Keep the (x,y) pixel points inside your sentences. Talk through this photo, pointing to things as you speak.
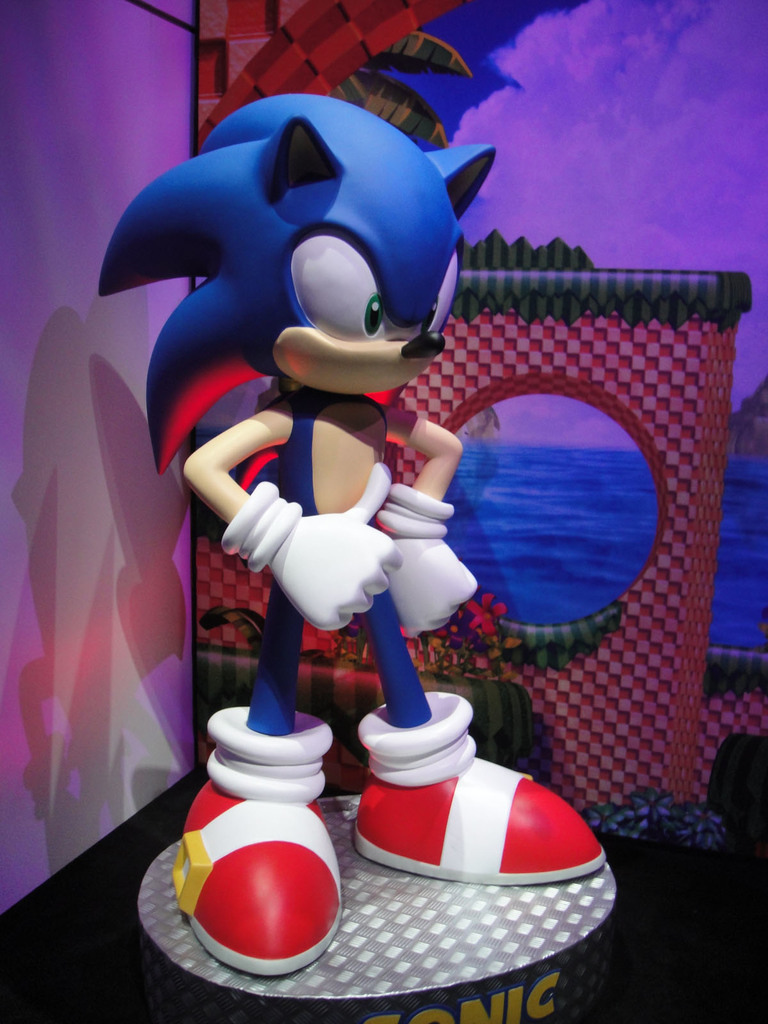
In this picture we can see a toy (215,305) on the platform (339,1023) and in the background (96,784) we can see the wall (90,527), painting (423,6) of leaves (428,105), water (755,537), sky (600,187) with clouds (602,126).
